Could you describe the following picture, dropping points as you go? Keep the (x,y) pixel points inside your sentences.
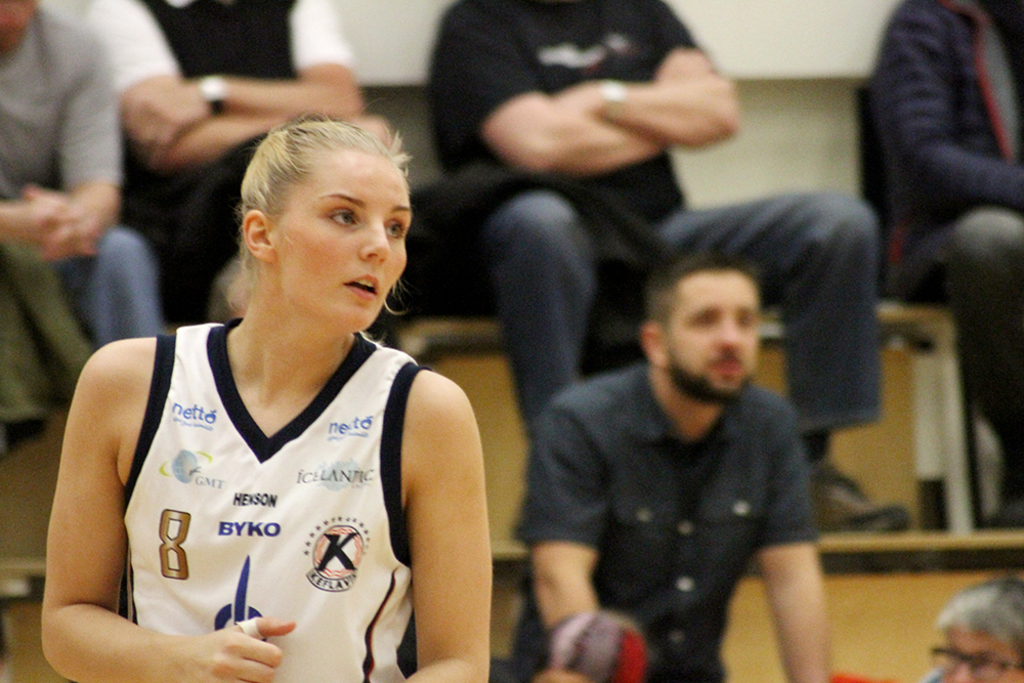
In this picture we can observe a woman (213,486) wearing white color T shirt (263,504). In the background (642,361) there are some people (767,299) sitting. We can observe a man (677,502) sitting. The background (625,557) is partially blurred.
